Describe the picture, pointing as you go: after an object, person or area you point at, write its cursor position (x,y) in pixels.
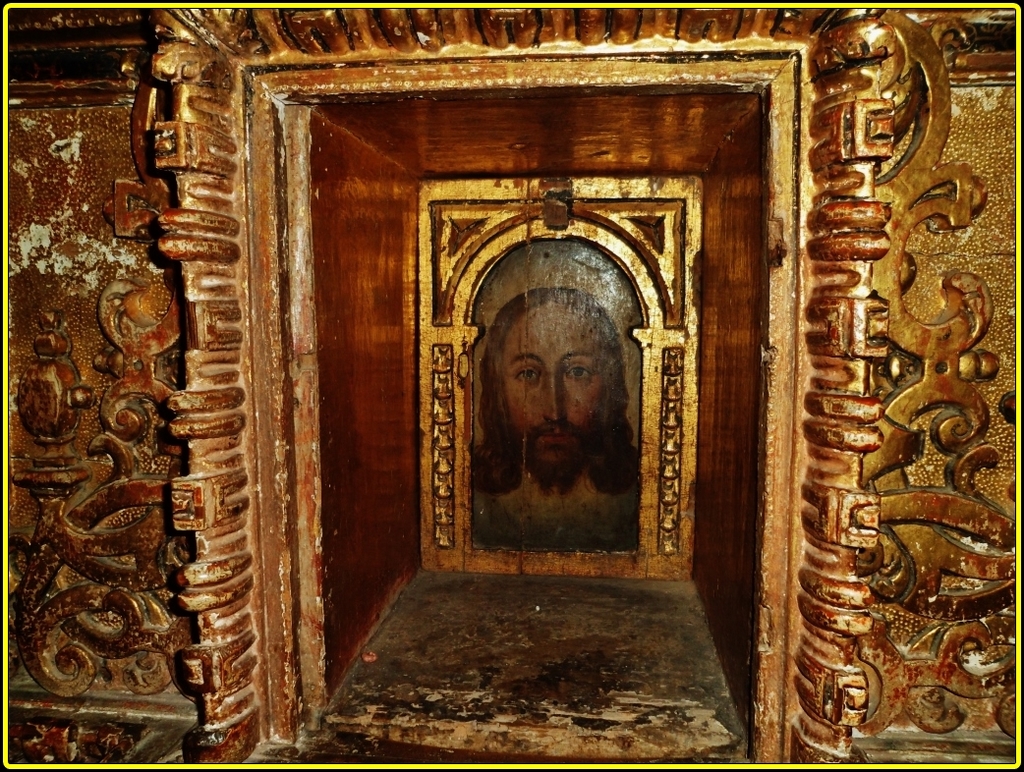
In this image there is a wall (141,450) for that wall (141,450) there are carvings (909,413), in the middle (395,293) there is a small room (309,135), in that there is painting (634,223) of jesus (542,473).
